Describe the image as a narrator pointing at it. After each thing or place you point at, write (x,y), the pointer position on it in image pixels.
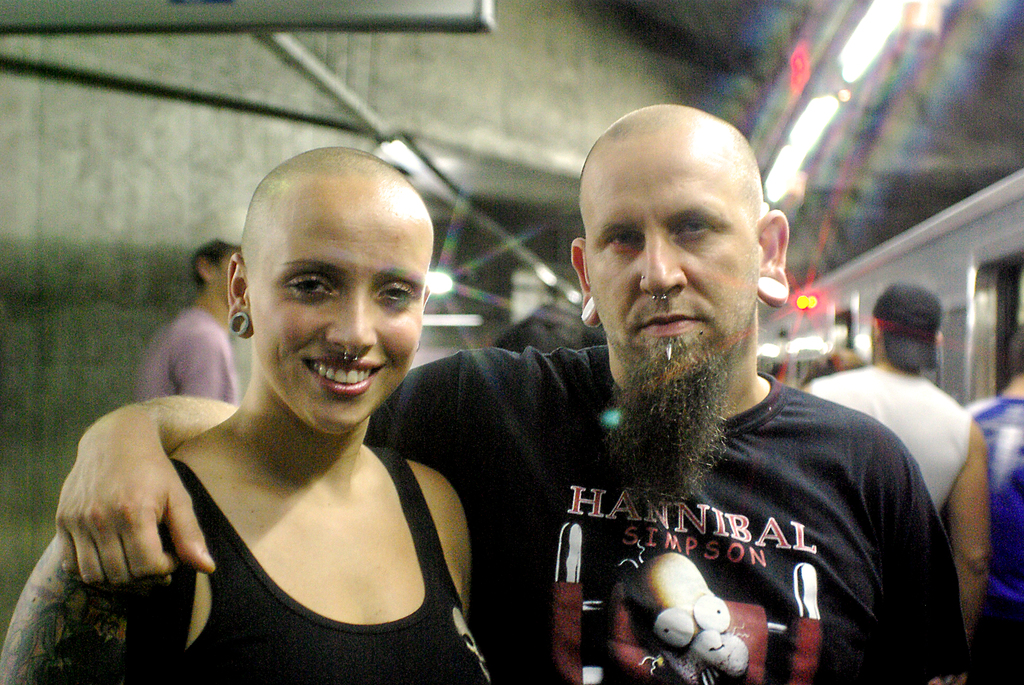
In this picture we can see a woman (450,484) and man (636,459) standing together. she is smiling. And on the background (935,363) we can see few people (548,340) are standing. This is the light (832,106) and there is a wall (262,126) on the background (109,154).
